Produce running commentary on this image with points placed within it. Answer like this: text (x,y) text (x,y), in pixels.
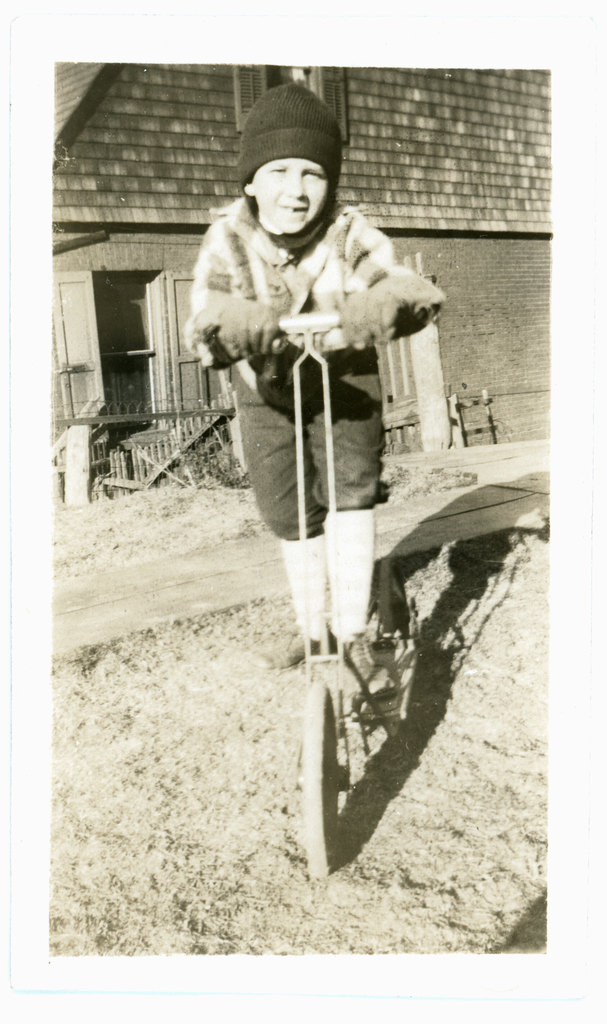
In the foreground (331,409) I can see a boy (368,430) is riding a vehicle (329,811) on the grass (462,705). In the background (139,186) I can see a building (483,157), door (183,296), fence (433,392) and so on. This image is taken may be during a day.
